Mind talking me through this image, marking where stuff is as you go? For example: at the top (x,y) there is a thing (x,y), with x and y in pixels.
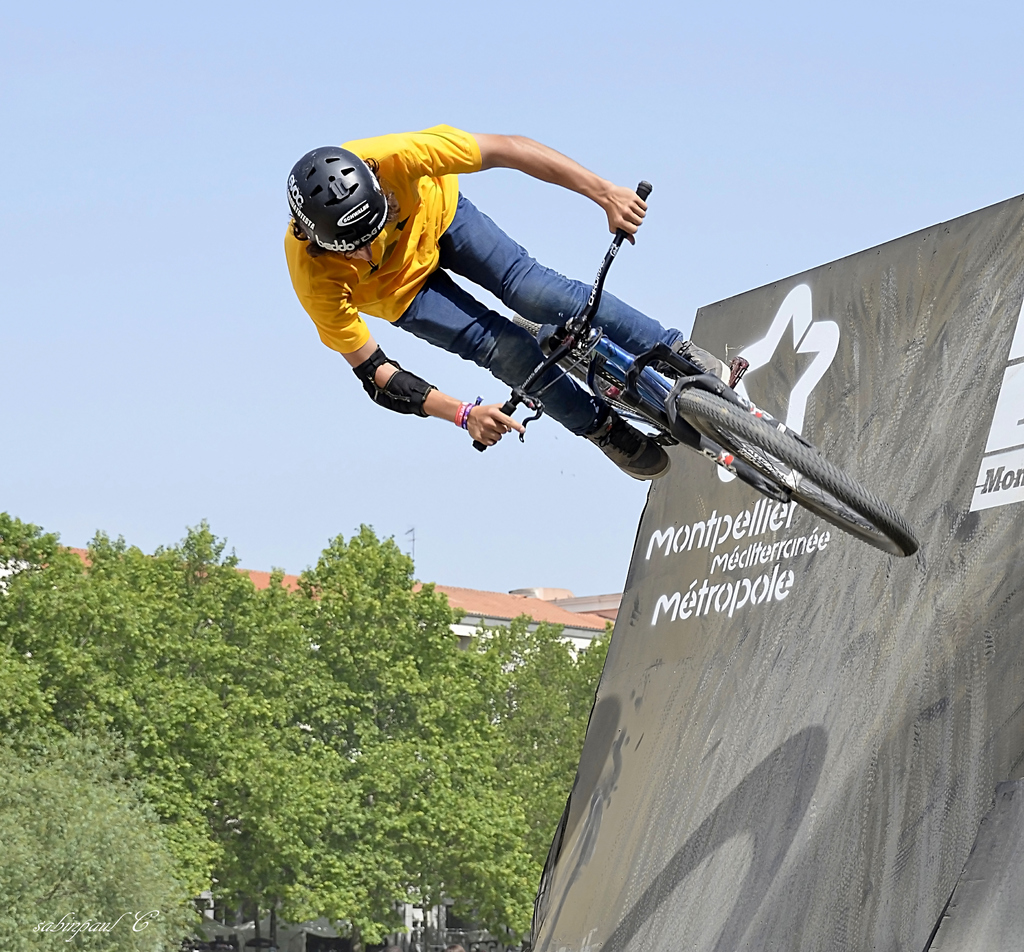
In this image I can see a person (464,196) wearing yellow and blue dress (429,253). Background (457,608) I can see trees (368,793) and buildings (472,608). He is on the bicycle (534,399) and I can see a ramp board (715,325). The sky (497,309) is in blue color.
